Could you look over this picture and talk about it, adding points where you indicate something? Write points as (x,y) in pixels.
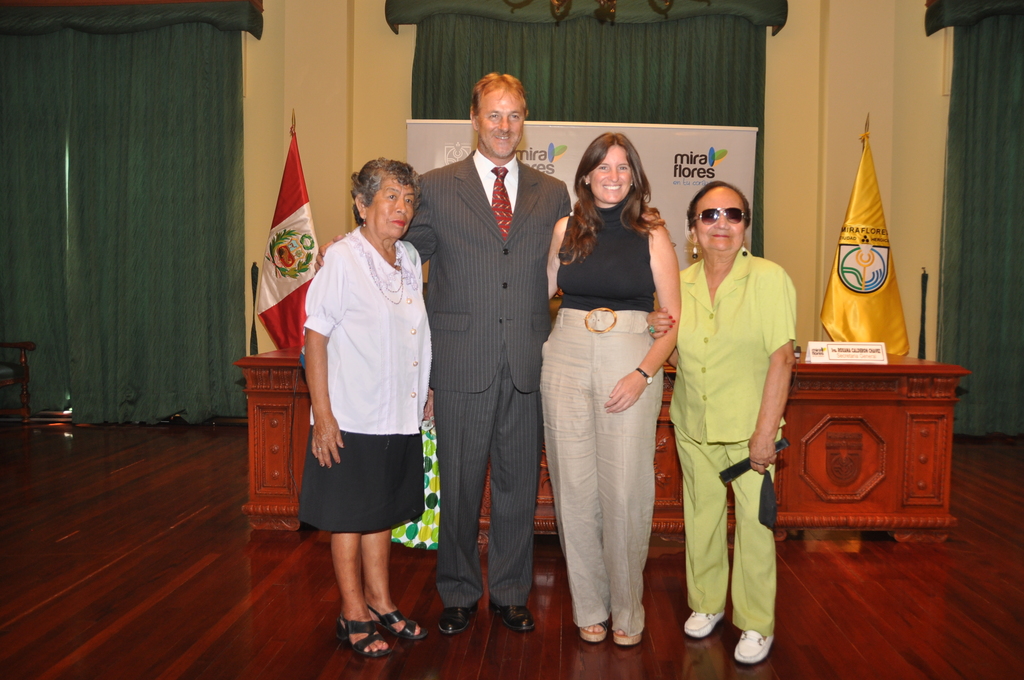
In the picture we can see four people (386,440) are standing on the floor (807,537), three are woman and one man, he is wearing a blazer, tie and shirt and behind them we can see a desk (667,449) with two flags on it one is red in color and one flag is yellow in color and in the background (967,253) we can see a wall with green color curtain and a board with some advertisements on it and besides also we can see green color curtains (41,89) to the wall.
